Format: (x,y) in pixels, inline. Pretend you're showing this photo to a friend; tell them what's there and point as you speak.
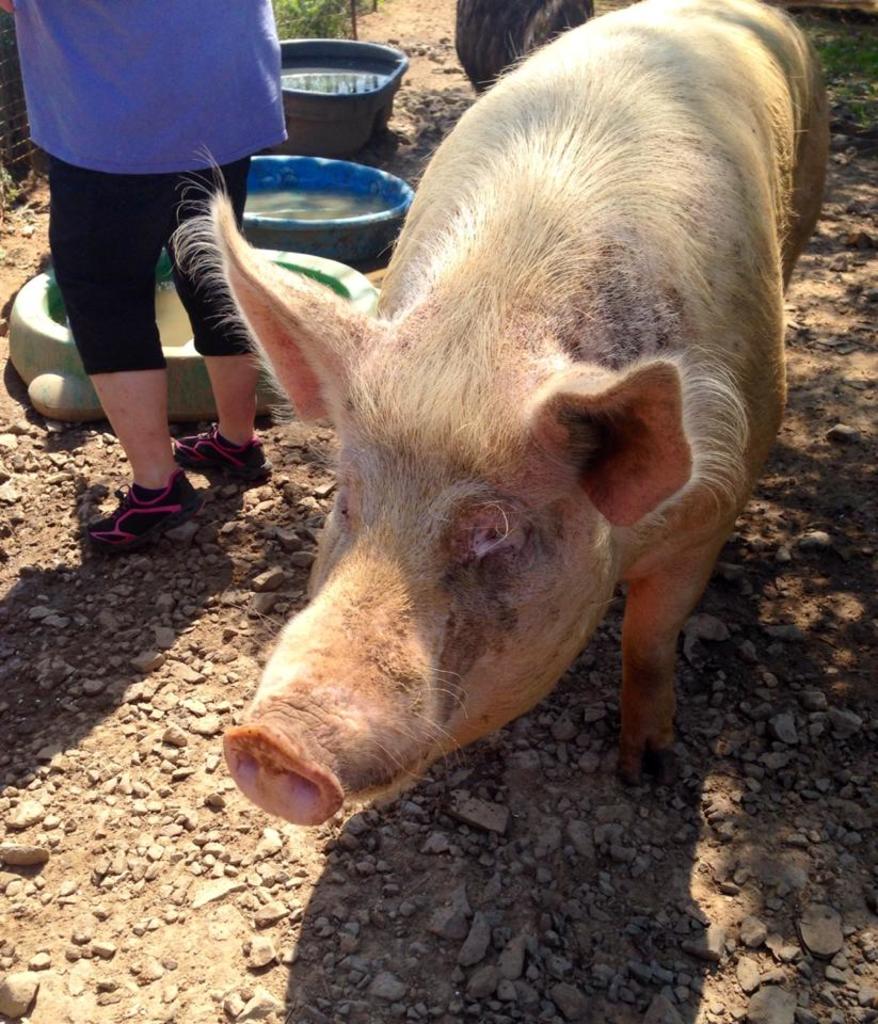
In the center of the image (442,643) there is a pig (485,357). On the left (241,393) there is a person (254,385) and we can see tubs (279,228). At the bottom (682,907) there is ground (383,896).
